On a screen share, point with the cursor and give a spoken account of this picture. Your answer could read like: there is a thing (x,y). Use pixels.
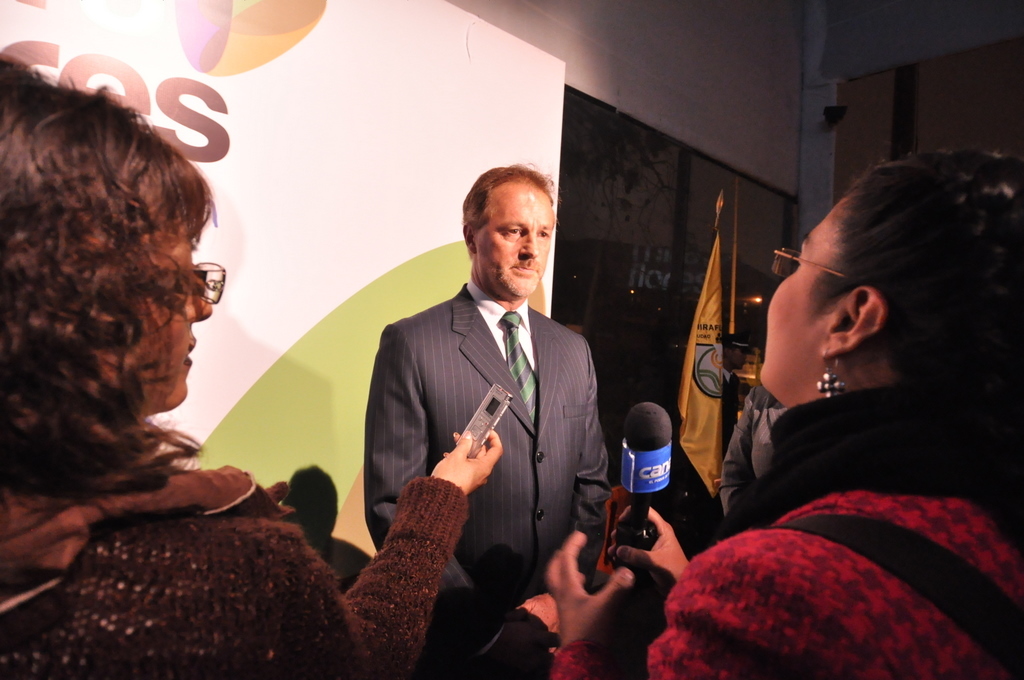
There is the man (529,386) standing. These are two women (308,594) standing and one is holding mike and the other one is holding the recorder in their hands (573,640). This is the banner (327,189). I can see yellow color flag (706,341) hanging here. At background (682,208) this looks like a glass door (610,195). I can see an object (835,110) attached to the wall (853,122). I can see another person (739,401) standing behind the flag (715,400).
